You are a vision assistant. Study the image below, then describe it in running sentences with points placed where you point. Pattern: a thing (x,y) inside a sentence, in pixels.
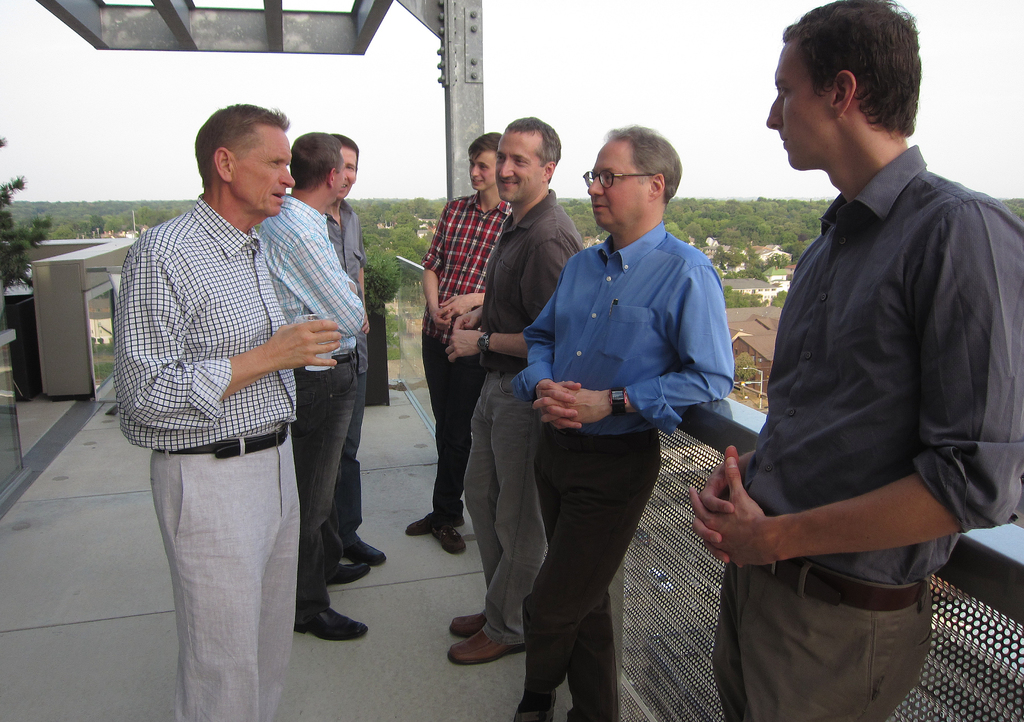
In this picture we can see few people (430,260), beside them we can see fence (682,505), in the background (710,247) we can find few trees (802,204) and houses (777,282).
